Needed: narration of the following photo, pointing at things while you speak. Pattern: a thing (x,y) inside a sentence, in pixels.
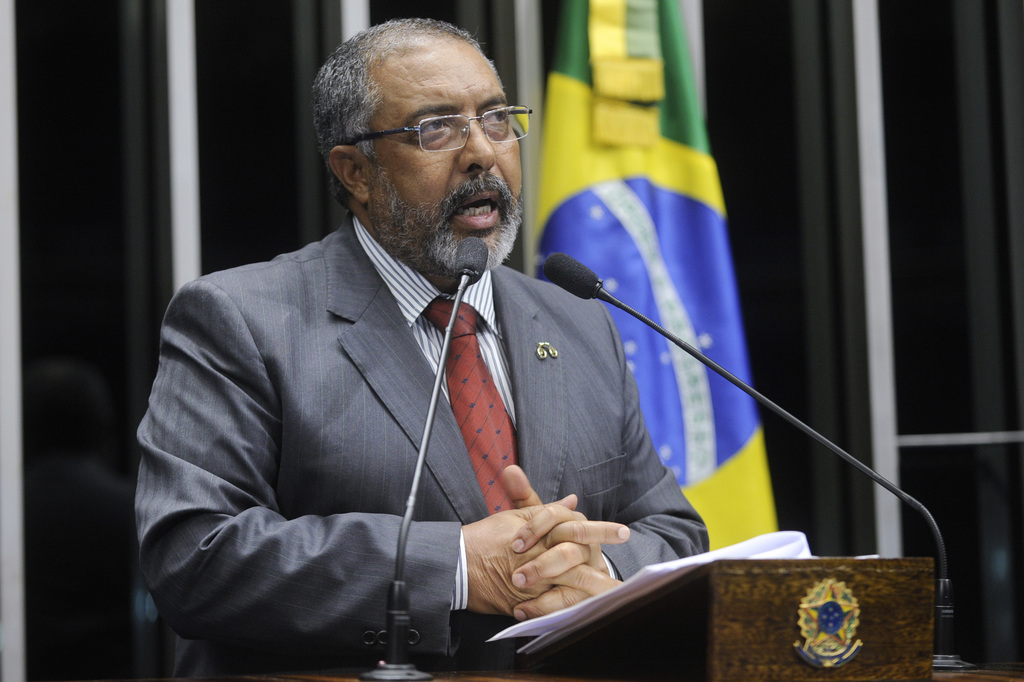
In this image we can see a man (444,259) standing beside a speaker stand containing the mikes (472,267) and some papers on it. On the backside (726,426) we can see some metal poles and the flag (683,445).
